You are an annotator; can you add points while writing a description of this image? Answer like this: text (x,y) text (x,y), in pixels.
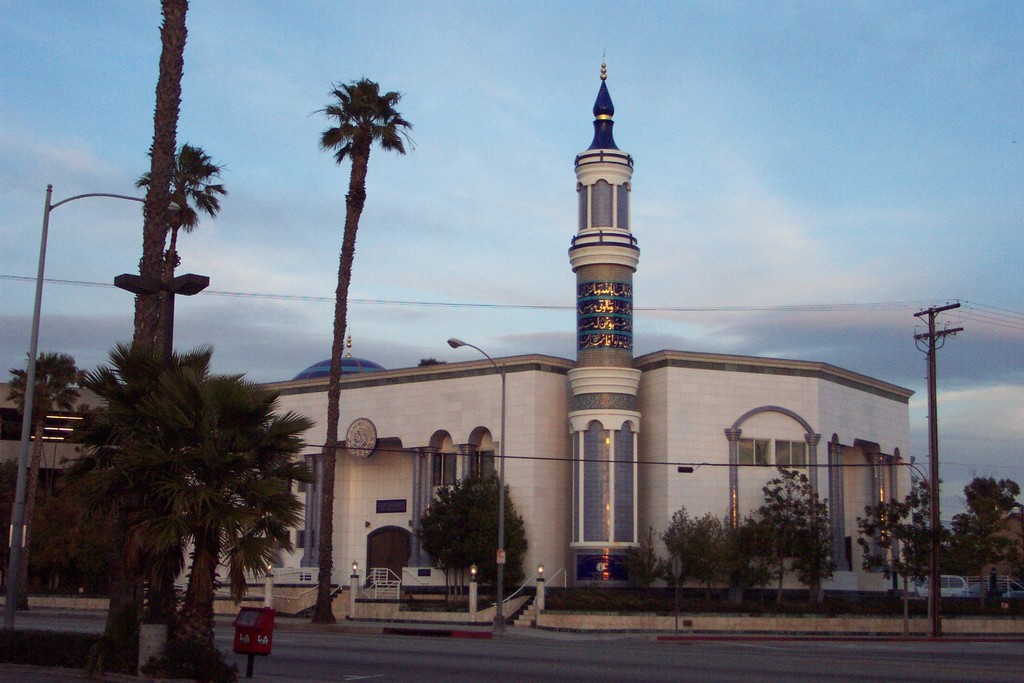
There are trees (451,506) and a building (398,473) present at the bottom of this image (405,537). We can see a current pole (28,388) on the left side of this image (21,432) and on the right side of this image (938,453) as well. The sky (979,399) is in the background (737,267).
